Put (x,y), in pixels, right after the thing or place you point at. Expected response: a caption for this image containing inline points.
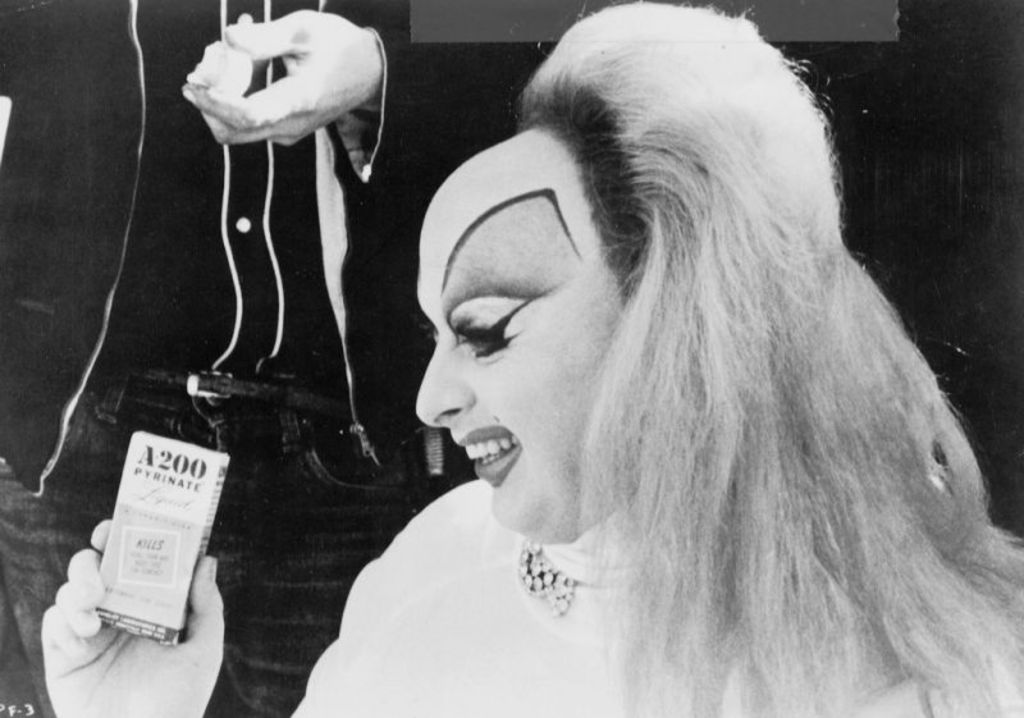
In the picture I can see a woman (510,534) wearing white color dress (377,612) holding box (202,496) and I can see person's hand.
